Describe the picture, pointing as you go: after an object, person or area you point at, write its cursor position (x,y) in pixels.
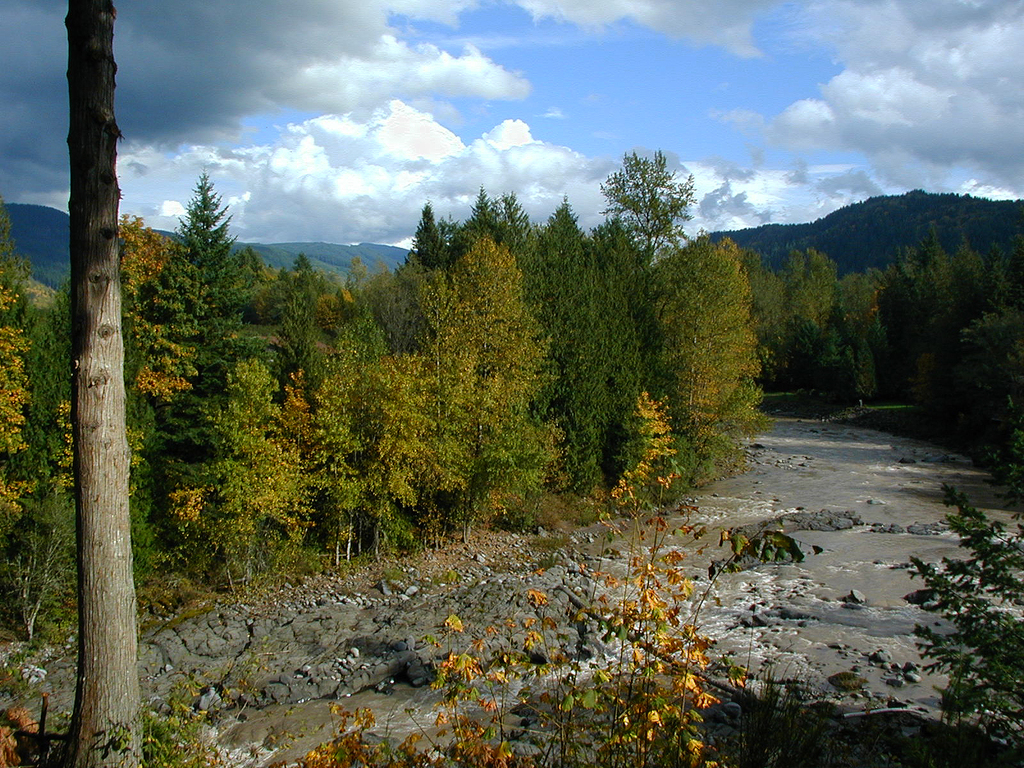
At the bottom of the image (656,665) there are stones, trees (658,718), water (254,760). In the background of the image (390,291) there are mountains (27,255), sky (443,212), trees (424,244). To the left side of the image (77,457) there is a tree trunk (76,401).
